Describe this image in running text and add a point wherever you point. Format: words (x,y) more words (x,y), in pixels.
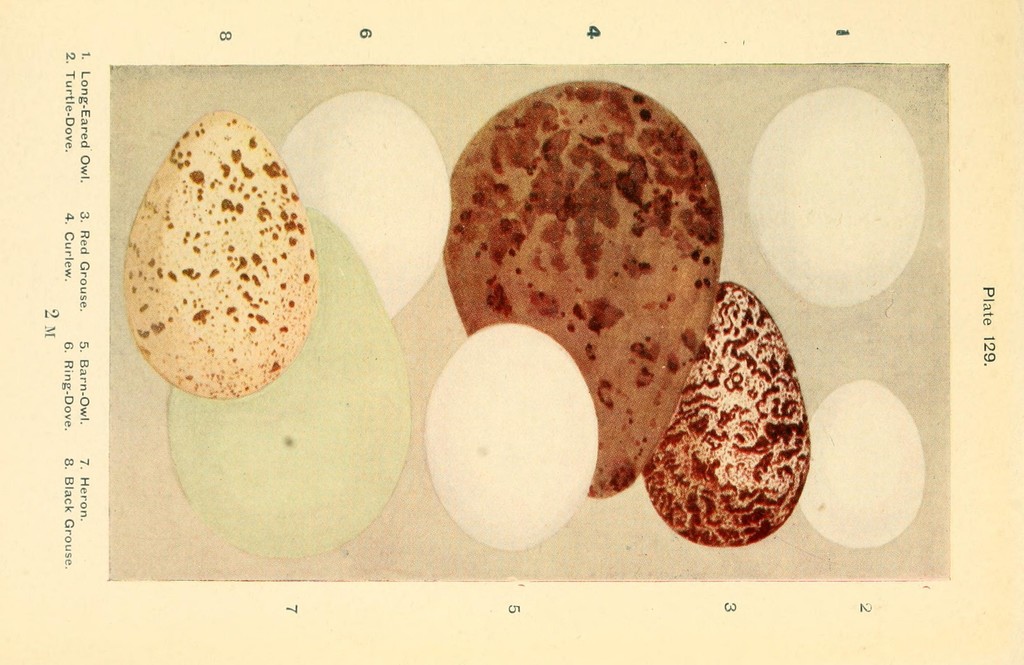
This picture is consists of types of eggs poster (405,426) in the image.
